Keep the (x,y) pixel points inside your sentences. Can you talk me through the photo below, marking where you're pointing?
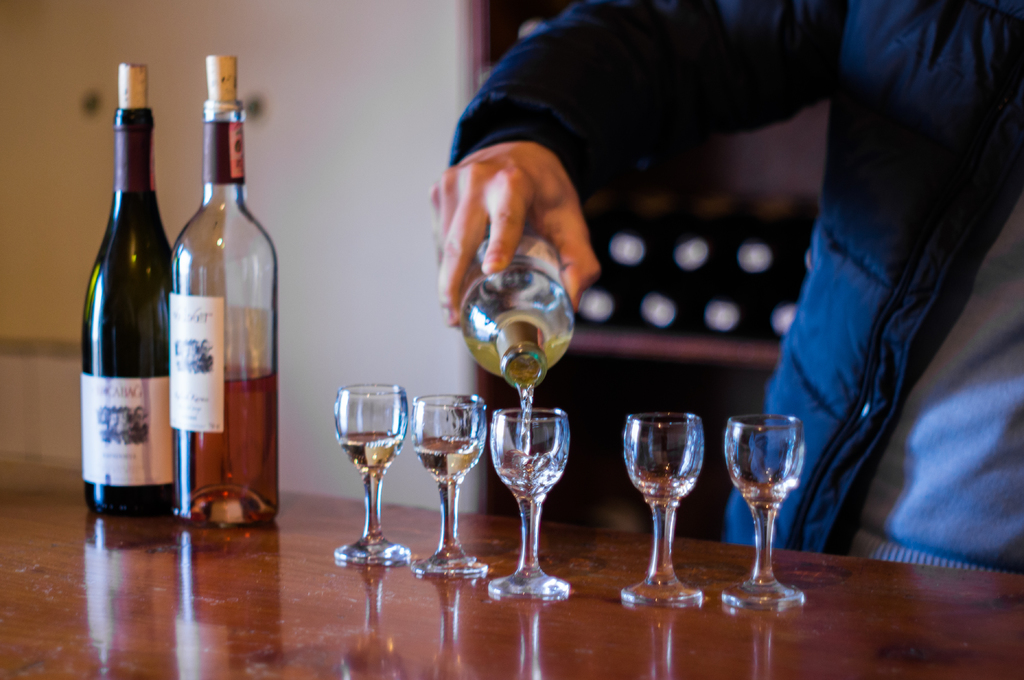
In the image we can see there is a table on which there are two wine bottles (256,368) kept and there are wine glasses (442,482) kept and the man (746,534) is pouring the wine (526,405) in the wine glass (520,416).
